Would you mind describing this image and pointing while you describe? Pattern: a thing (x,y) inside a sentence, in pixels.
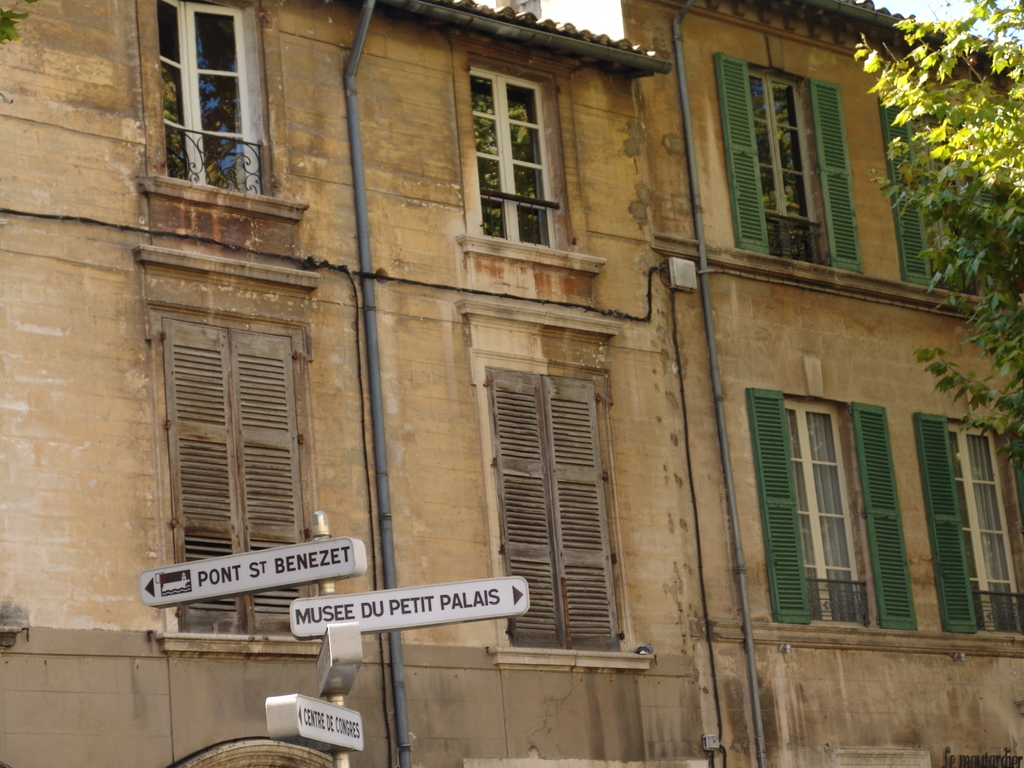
In this image there are buildings (703,412). In the foreground (319,592) there is sign board (323,688). On the wall (208,314) there are windows (775,181). In the right (952,225) there is a tree (961,187).
